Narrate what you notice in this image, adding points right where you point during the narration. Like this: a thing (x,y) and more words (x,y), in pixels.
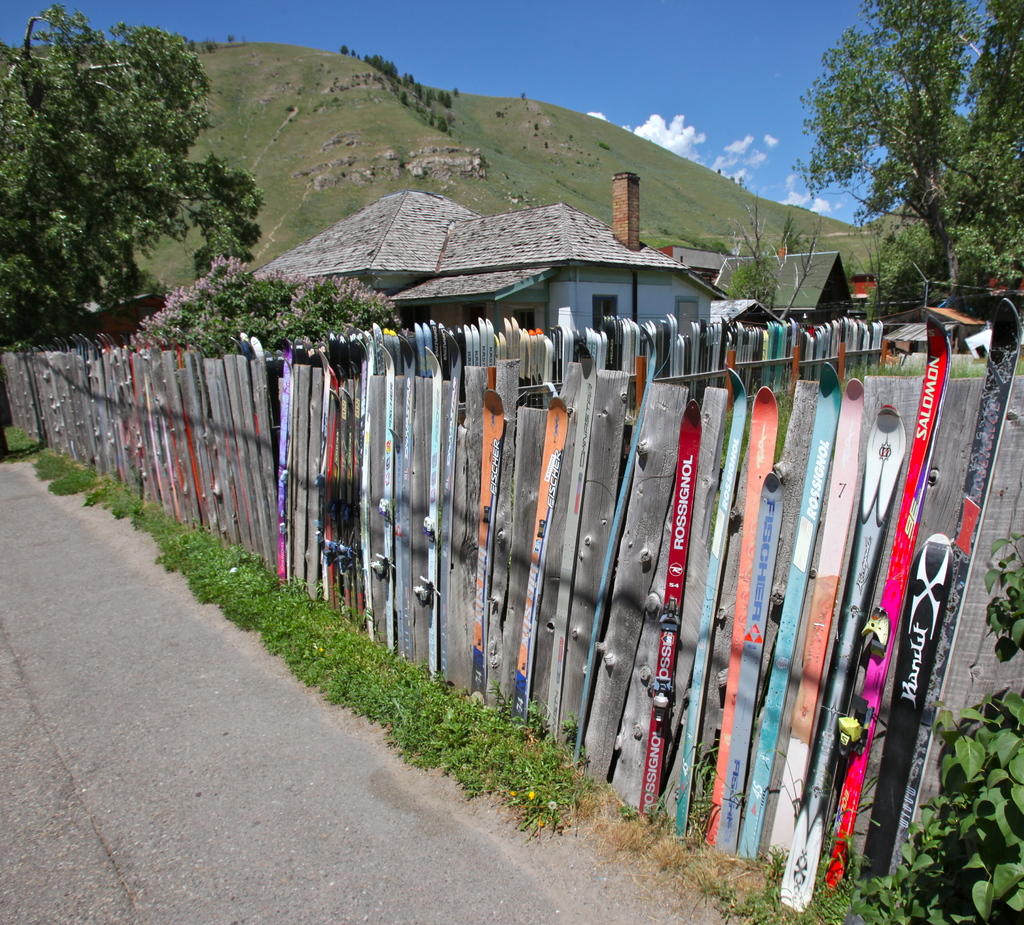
In this image, we can see a fence (671,434). There are some plants (374,678) beside the road (53,580). There is a shelter house (541,290) in between trees (66,274). There is a hill (564,138) and sky (516,48) at the top of the image (516,42).
